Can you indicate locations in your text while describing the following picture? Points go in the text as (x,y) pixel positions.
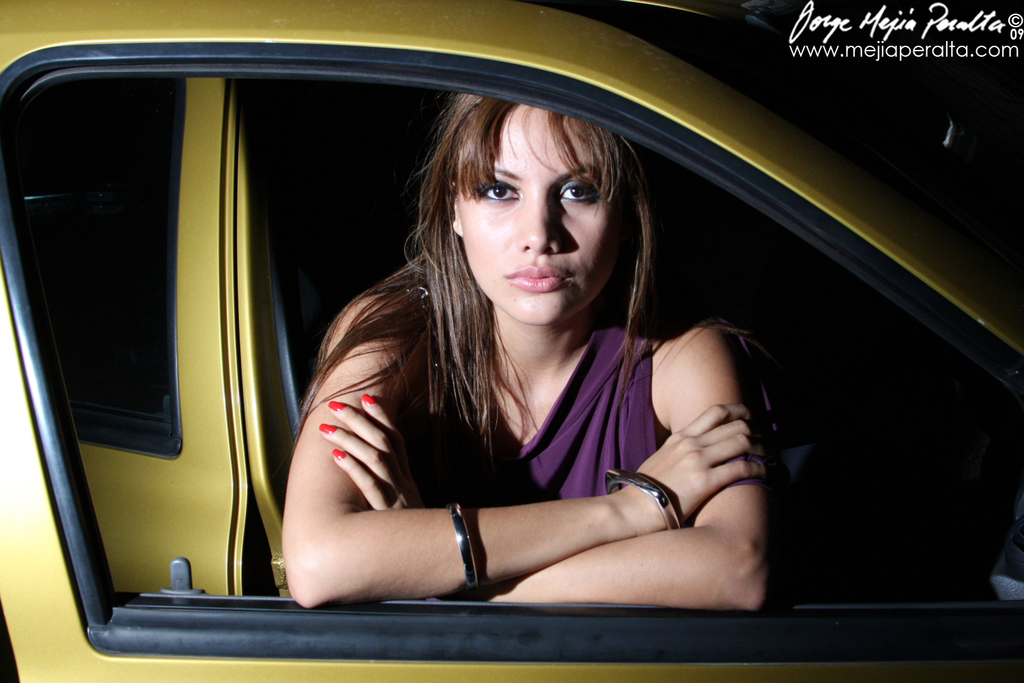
In this image I see a woman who is in a vehicle (46,128).
